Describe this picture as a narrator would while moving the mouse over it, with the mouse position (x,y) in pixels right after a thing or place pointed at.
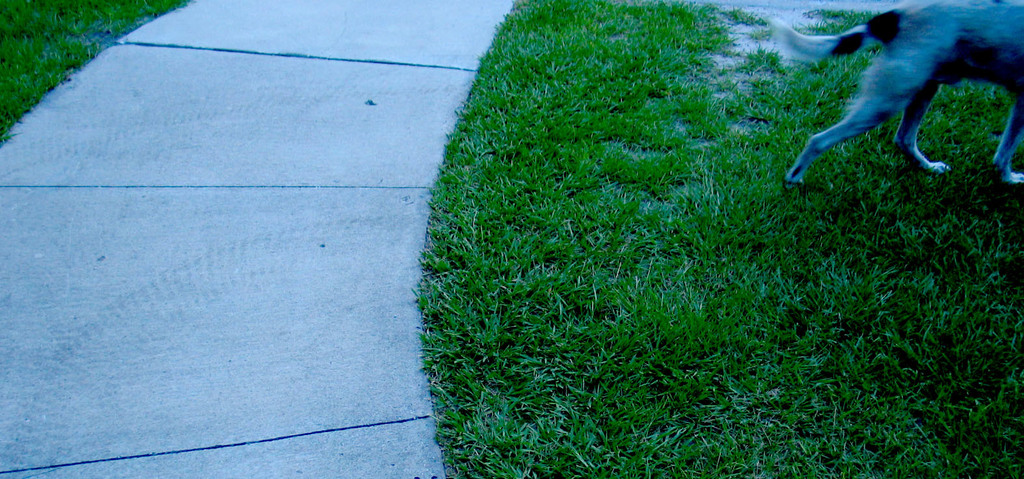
In this picture we can see a dog (913,144) at the right top of the picture (962,72), at the bottom (800,330) there is grass (720,203).
